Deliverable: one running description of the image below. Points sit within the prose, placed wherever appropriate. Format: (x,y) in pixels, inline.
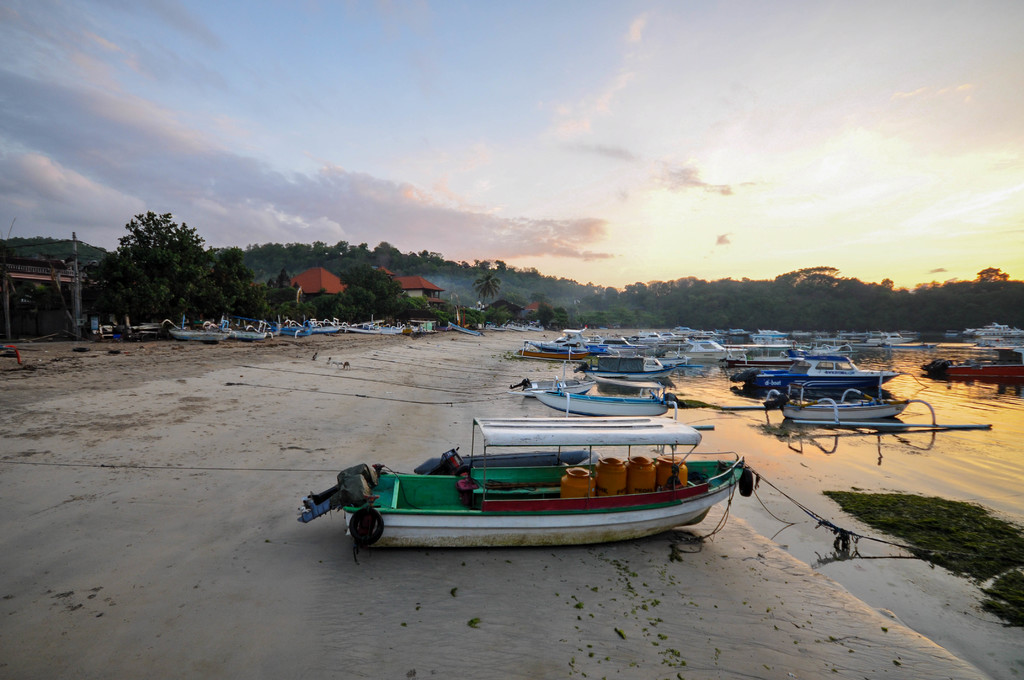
In the image we can see there are many boats (799,406) in the water (911,443). Here we can see there are trees (733,283), hills (735,296) and cloudy sky (208,145). We can even see the ropes (776,515) and there are containers (607,477) in the boat (537,479).
